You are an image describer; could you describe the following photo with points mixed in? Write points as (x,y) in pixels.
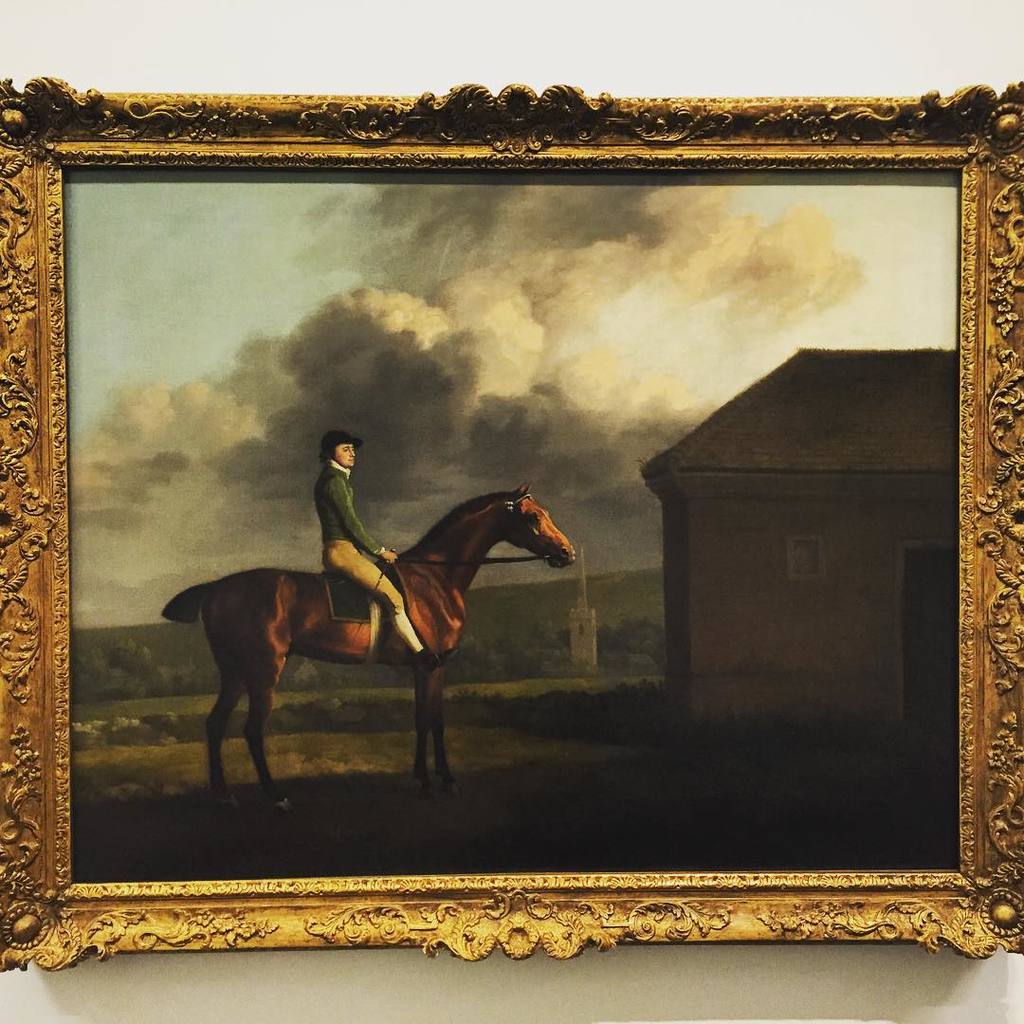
In this picture we can see a painting (430,518) with a golden frame (306,943). In the painting (574,390) we can see a man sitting on a horse (316,575) in front of a hut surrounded by grass (799,781). At the top (501,276) there are clouds (372,489).
